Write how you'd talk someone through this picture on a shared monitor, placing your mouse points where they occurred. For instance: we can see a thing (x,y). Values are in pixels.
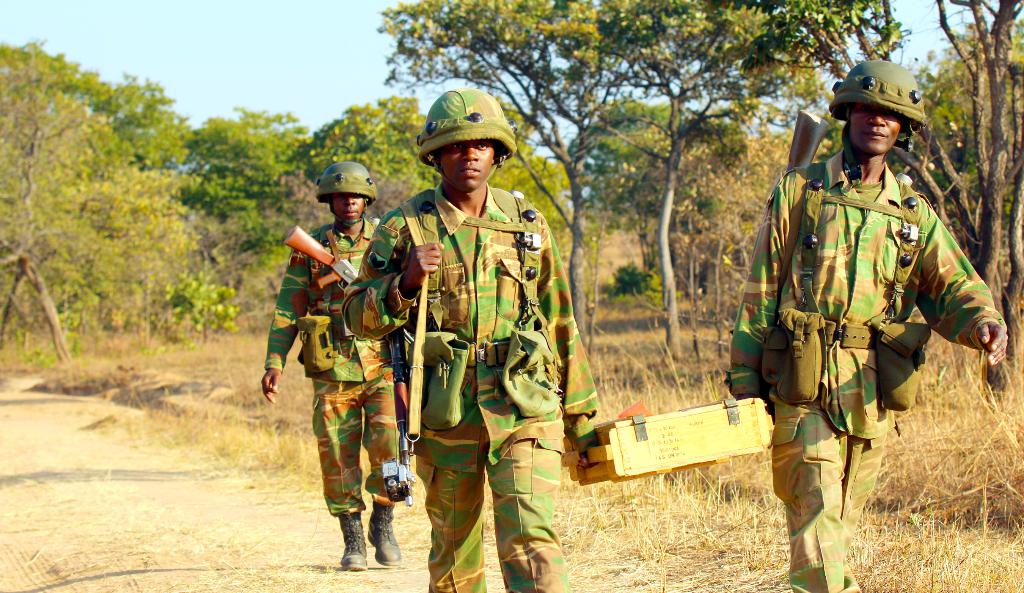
There are two persons (868,124) in an uniform (882,218) wearing helmets (442,95), holding a box (591,479) and walking. In the background (351,167), there is another person (317,379) walking on the road (391,571), there are trees (168,272), plants (218,301) and grass (677,396) on the ground (219,398) and there is blue sky (232,30).
